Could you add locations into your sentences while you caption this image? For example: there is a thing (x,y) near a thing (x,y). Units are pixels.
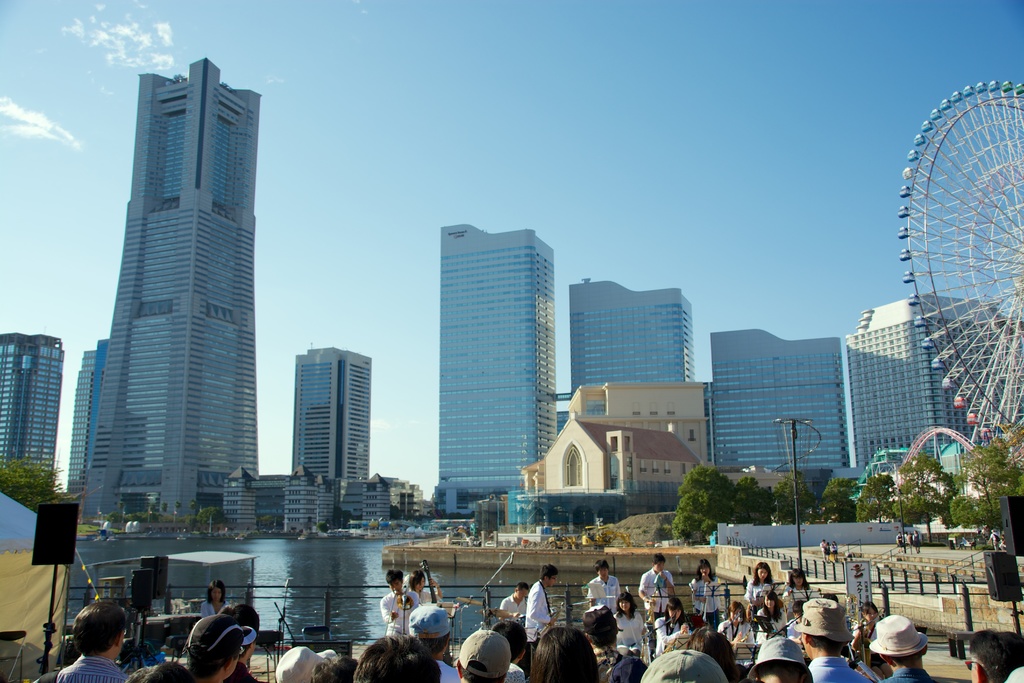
In this image we can see a few people (662,676), among them some people (589,654) are sitting and some people (643,588) are standing, we can see some people (536,599) holding the objects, there are some trees (923,472), poles (143,615), buildings (704,464), water (257,580), fence (878,585), giant wheels (944,342) and some other objects (853,581), in the background (323,336) we can see the sky (352,278).
